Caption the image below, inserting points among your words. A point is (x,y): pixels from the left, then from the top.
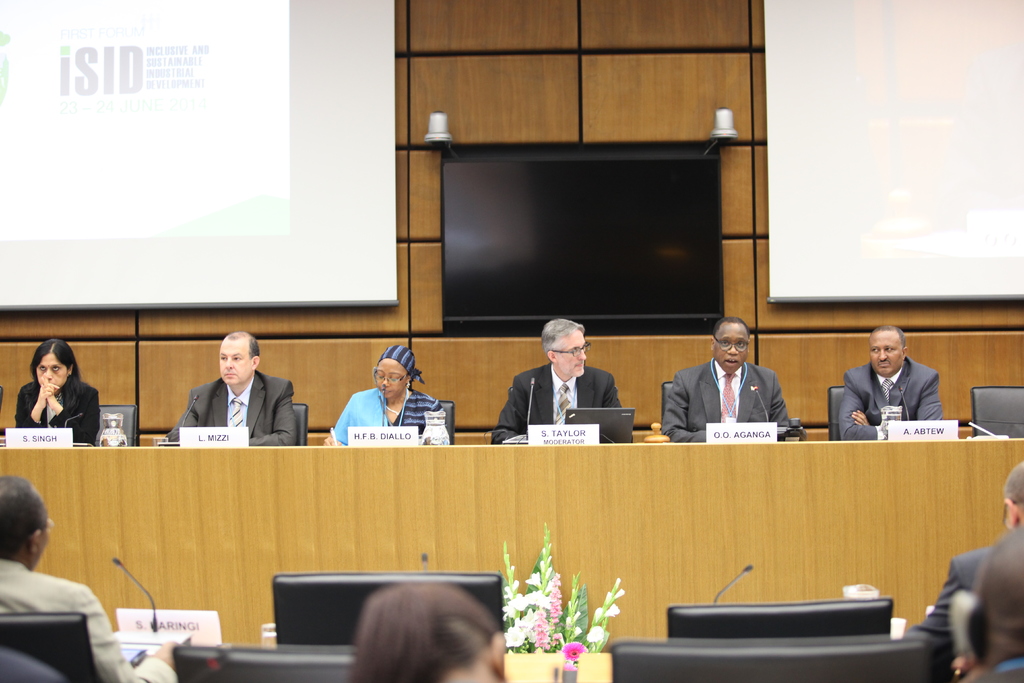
People (893,396) are seated at the front (15,584). There are screens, microphones (120,567) and name plates (189,631). There is a flower bouquet (546,609) at the center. Few people (1002,637) are seated back. A woman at the center (384,422) is wearing a blue dress (373,418), other people (916,400) are wearing suit (877,421). There are name plates (913,425), microphones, a glass of water (893,411) and a laptop (606,425) in front of them. There is a screen (642,279) at the center (610,266) back and 2 projector displays (950,191) on the either sides of the screen (636,266).
